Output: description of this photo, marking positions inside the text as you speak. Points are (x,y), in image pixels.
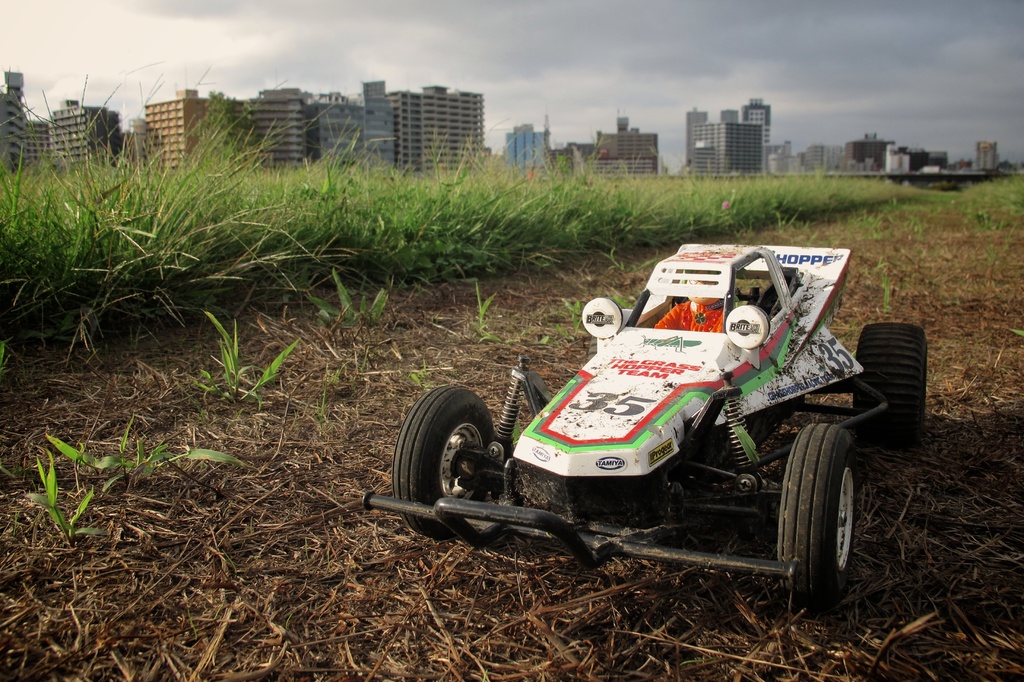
In the middle of the image (478,413) a toy figure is riding a toy vehicle (892,348). Behind the vehicle (786,261) there is grass (953,273). At the top of the image (801,2) there are some buildings (10,86) and clouds (838,8) and sky (838,8).
